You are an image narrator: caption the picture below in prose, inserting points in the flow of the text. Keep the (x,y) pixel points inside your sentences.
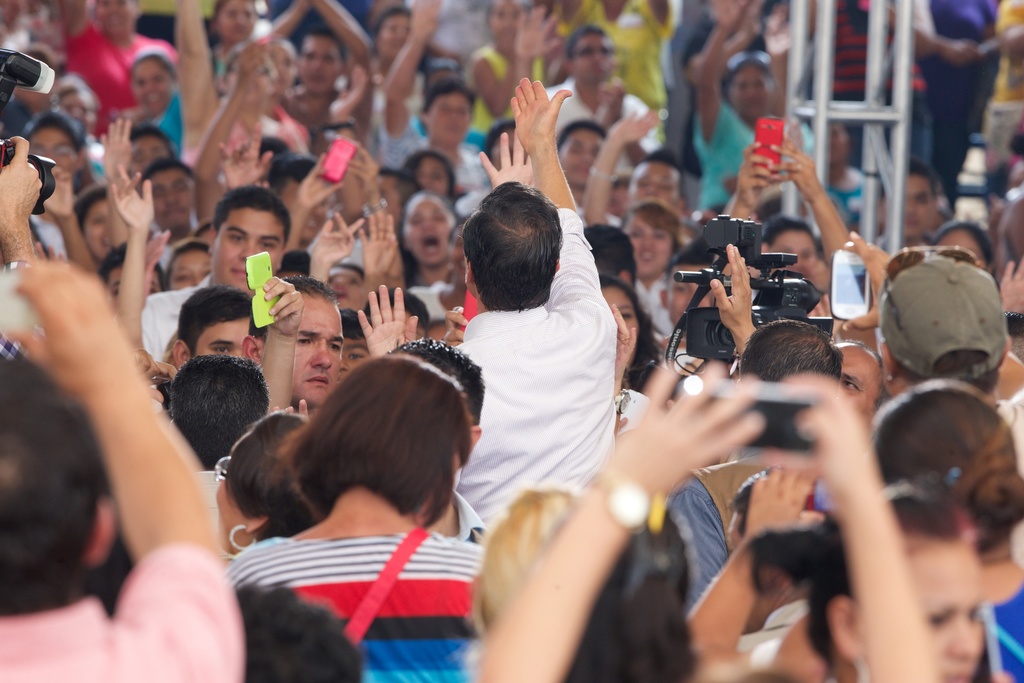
In this image there are group of people (401,374) raising their hands (736,274) few are holding cameras (709,321) in their hands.
